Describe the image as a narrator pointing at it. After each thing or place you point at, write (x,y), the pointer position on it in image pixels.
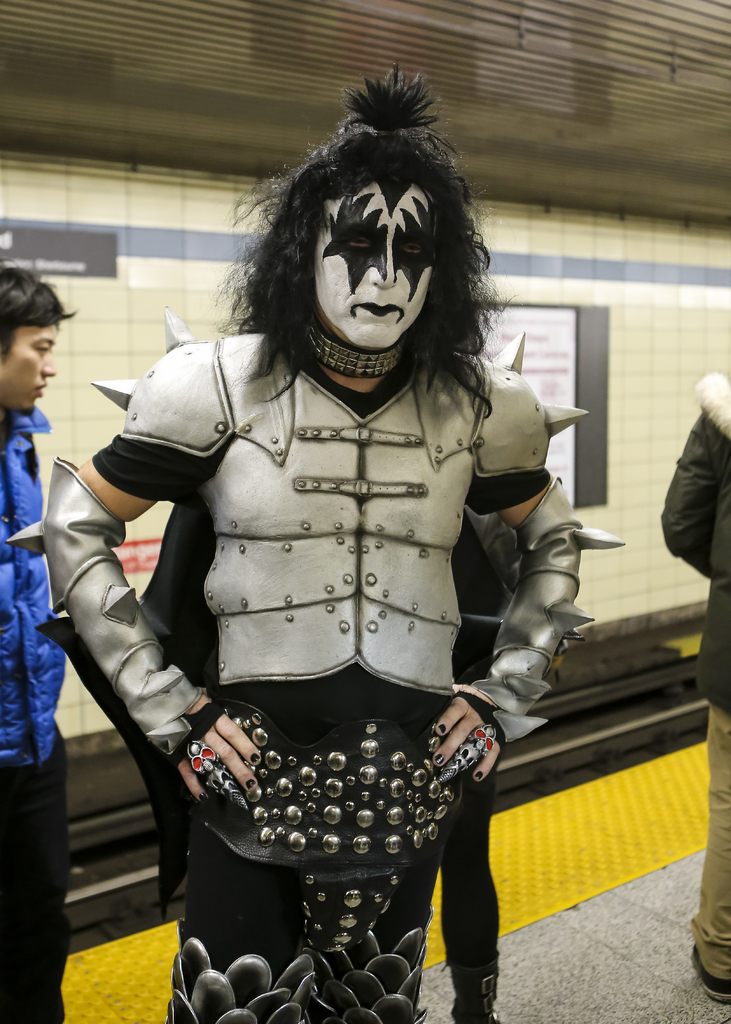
In this image I can see few people (343,377) are standing and in the front (257,966) I can see one of them (389,830) is wearing costume (397,778). In the background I can see few boards (585,426).
